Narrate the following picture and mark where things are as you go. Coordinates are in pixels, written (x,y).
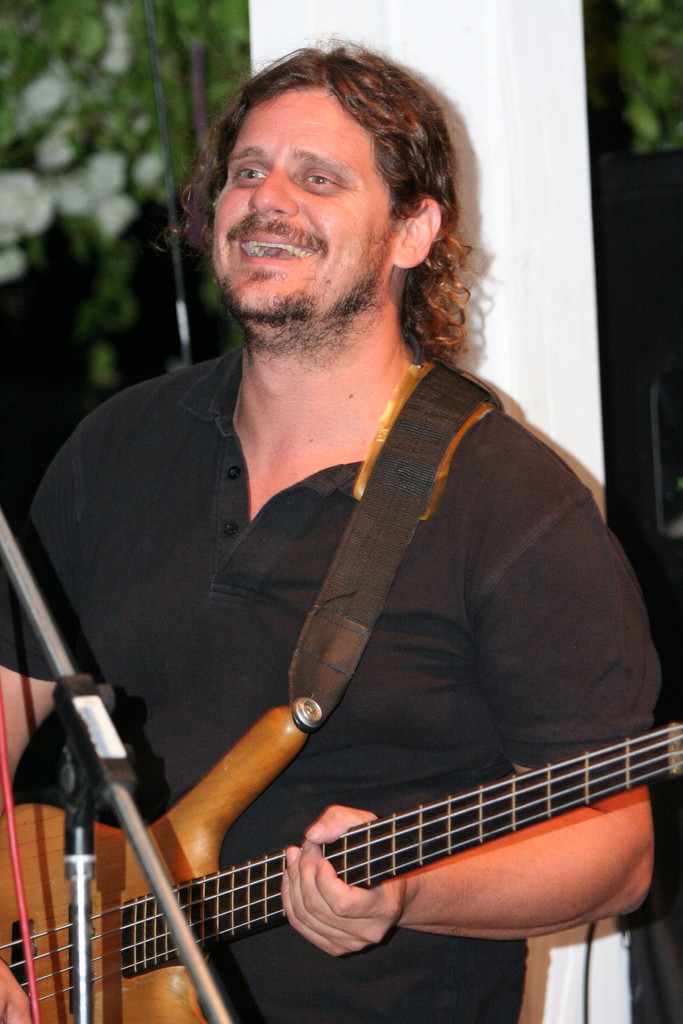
A man (500,895) is standing by holding the guitar (351,861) in his hands (320,841) and he is smiling.
